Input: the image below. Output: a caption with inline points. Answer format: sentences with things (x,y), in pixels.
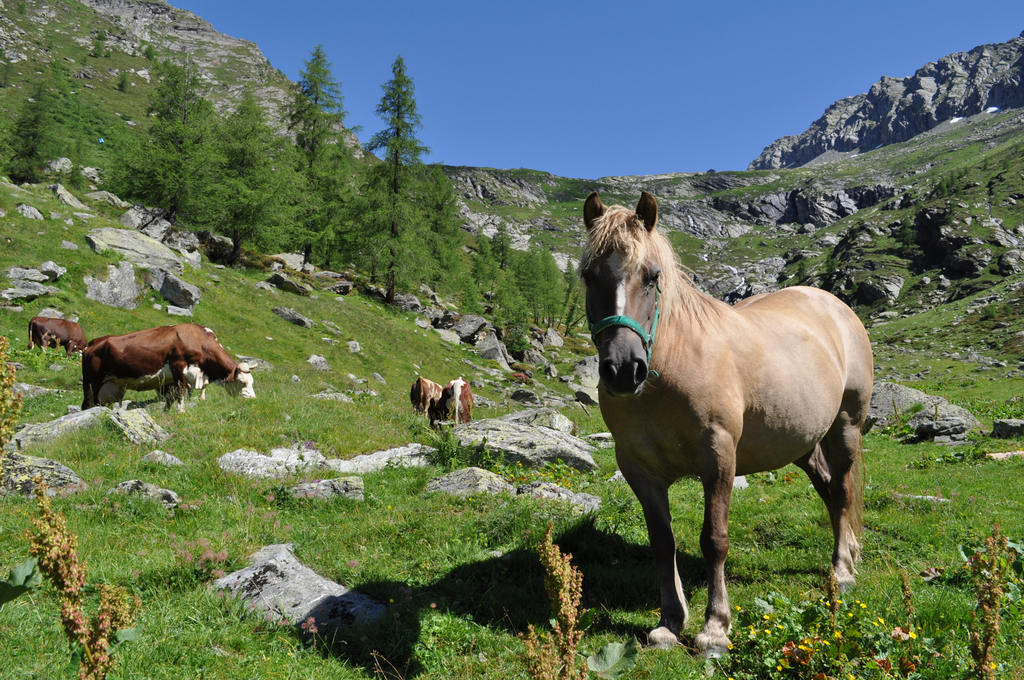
In this picture we can see few animals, grass (400,436) and rocks (533,436), in the background (443,181) we can find few trees (401,152) and hills (774,207).
